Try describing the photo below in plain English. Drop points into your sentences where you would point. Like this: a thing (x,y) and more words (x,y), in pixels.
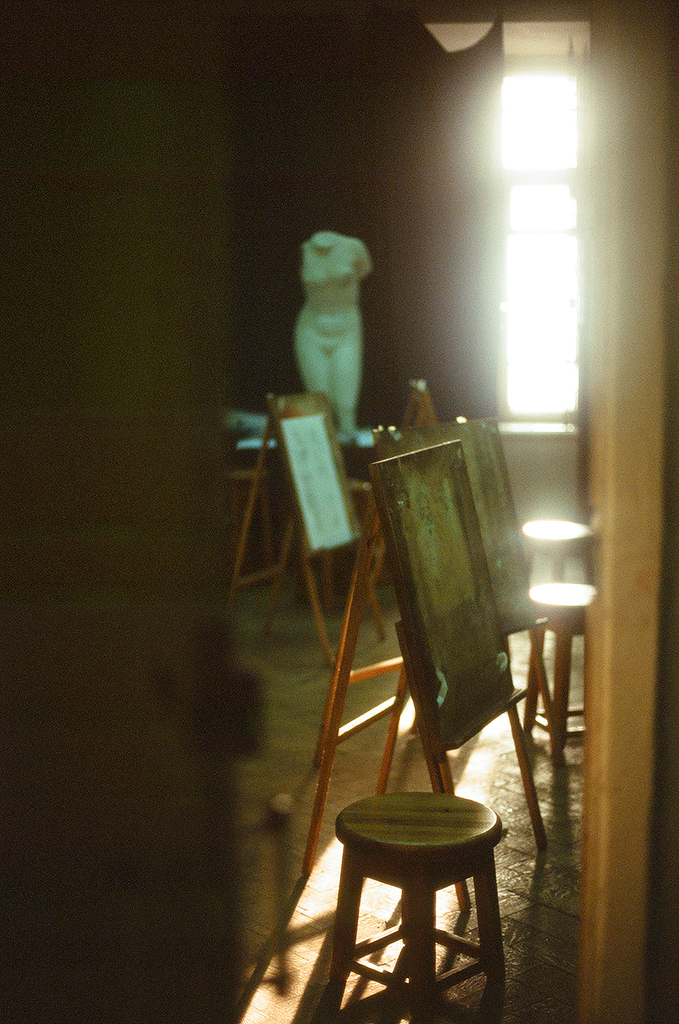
In this picture we can see stools (542,525), boards (408,471), statue (311,361) on the floor (372,704), window (524,360) and in the background (432,131) it is dark.
